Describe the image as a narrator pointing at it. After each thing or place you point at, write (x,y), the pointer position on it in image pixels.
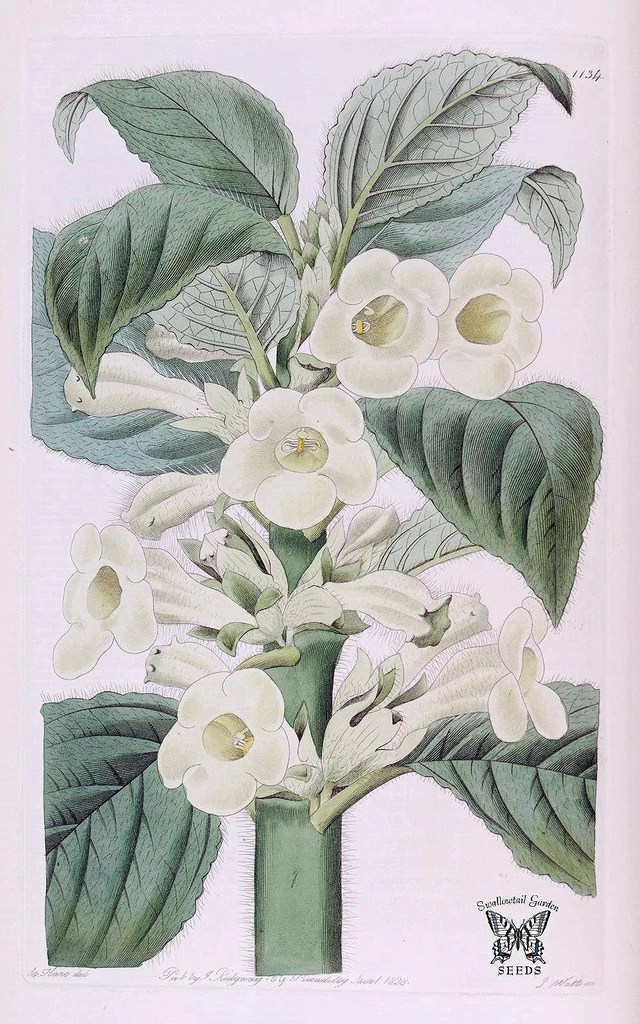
This is a painting, in this image in the center (358,567) there is a plant (193,620) and some flowers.
